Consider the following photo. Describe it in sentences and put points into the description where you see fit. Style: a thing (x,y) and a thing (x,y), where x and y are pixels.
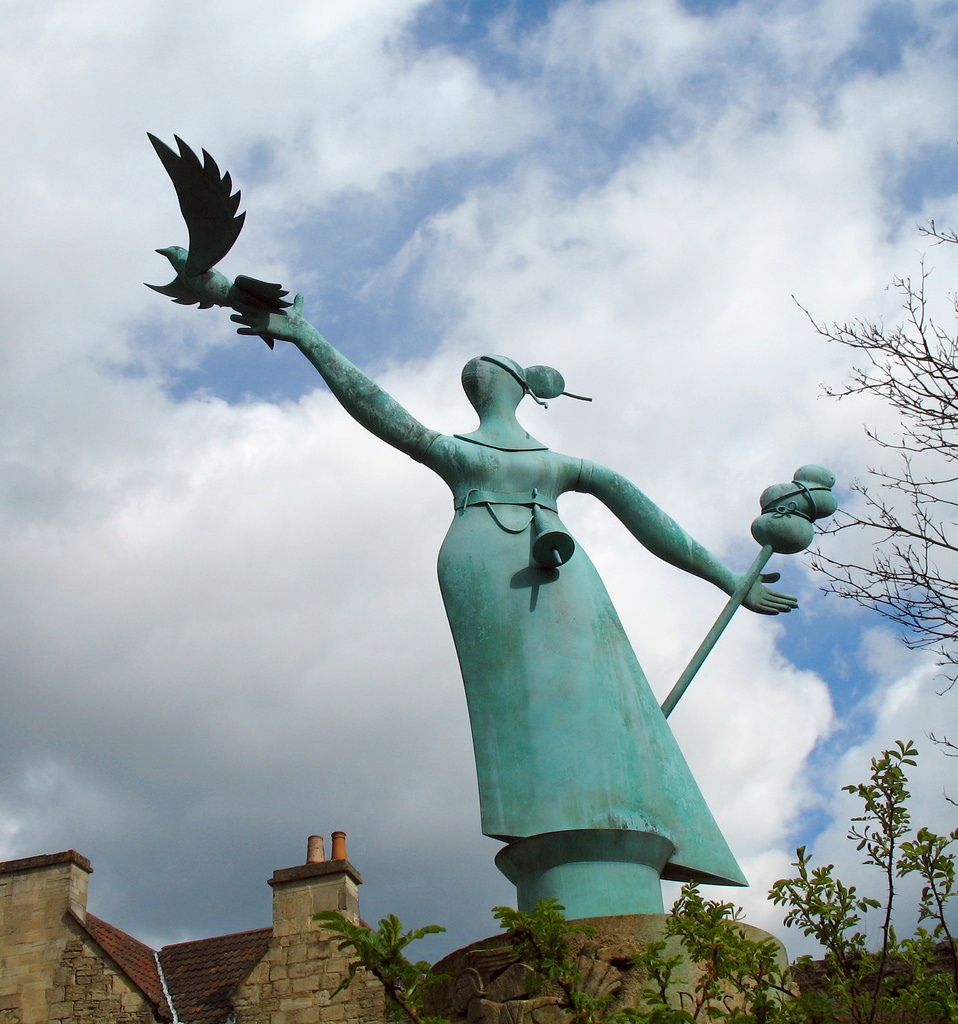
In this image there is a sculpture (432,447), at the bottom (40,896) there are some buildings (10,920), leaves (545,956) visible, at the top (160,225) there is the sky (755,370), on the right side (874,348) there is a tree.
